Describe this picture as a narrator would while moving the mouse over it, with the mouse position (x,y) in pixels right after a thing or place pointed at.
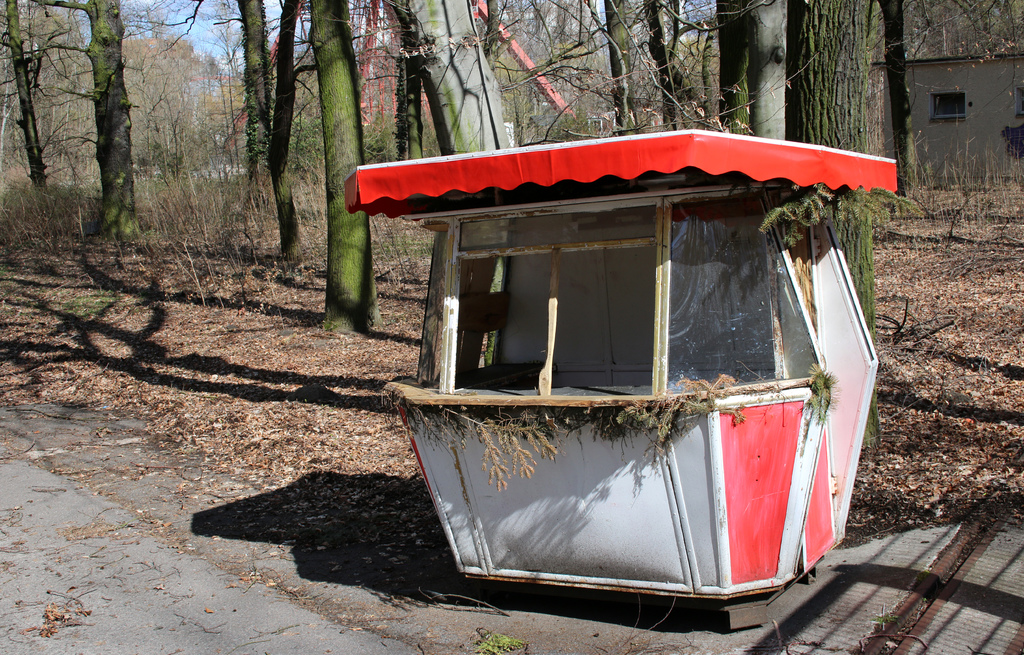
In the foreground of this picture (601,402), there is a stall (719,484) like an object (695,484) is placed side to a road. In the background (937,330), there are dried leaf (972,245) on the ground (971,220), trees (683,68), a house (918,126), and the sky (234,33).
